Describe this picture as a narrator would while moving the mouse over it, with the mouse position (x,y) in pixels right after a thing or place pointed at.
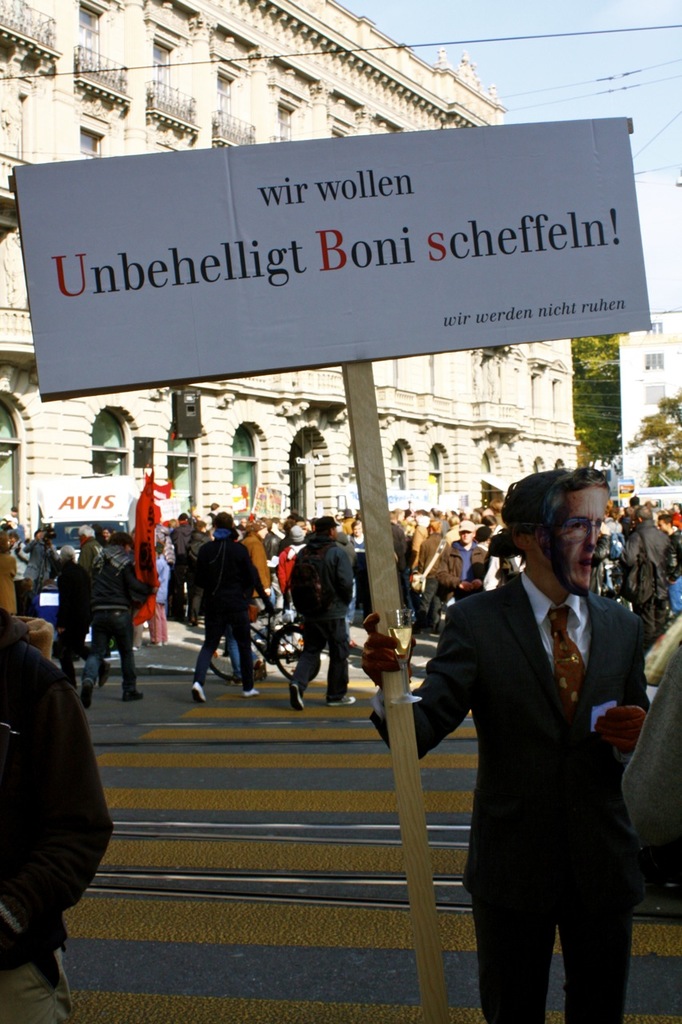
On the right side (495,753) there is a person (594,662) wearing mask (577,572) and gloves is holding a placard (323,331). In the back (145,590) there are many people (278,589). Also there is a road (307,764) and a building (201,91) with windows (0,476) and arches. In the background (486,56) there is sky (500,66).
